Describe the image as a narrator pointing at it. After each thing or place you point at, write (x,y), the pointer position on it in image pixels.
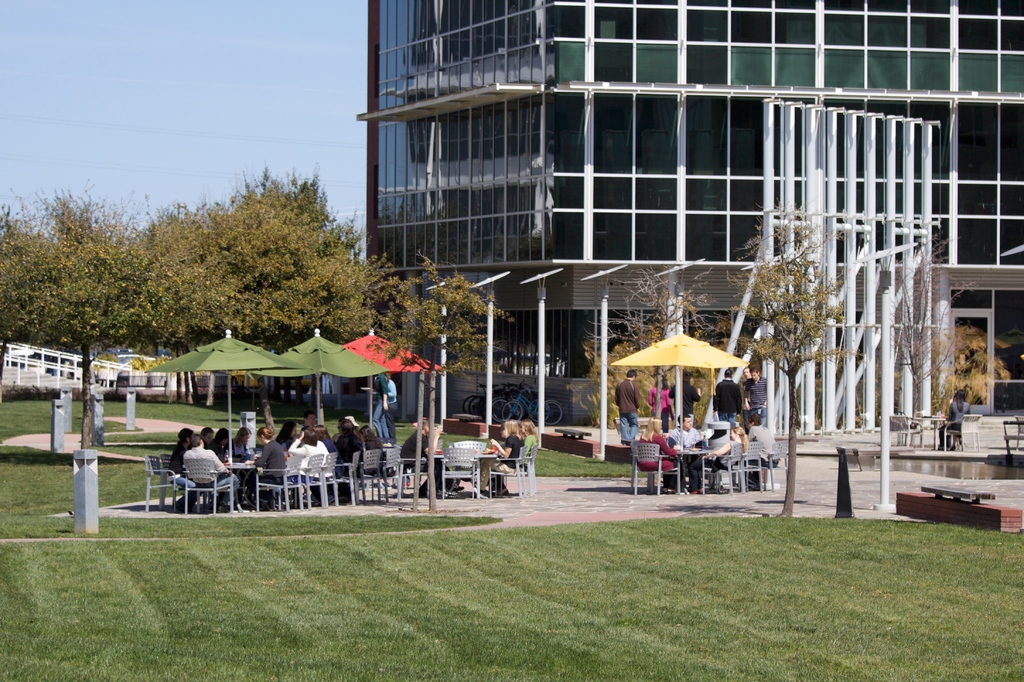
At the bottom (153,608) we can see grass (403,604) on the ground (272,566), poles (52,441), few persons (304,480) are sitting on the chairs (258,487) at the tables (234,459) under the tents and trees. In the background (718,79) there is a building (722,56), poles (782,183), bicycles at the wall (446,411), few persons (377,438) are walking on the ground (65,438), water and sky (61,195).
